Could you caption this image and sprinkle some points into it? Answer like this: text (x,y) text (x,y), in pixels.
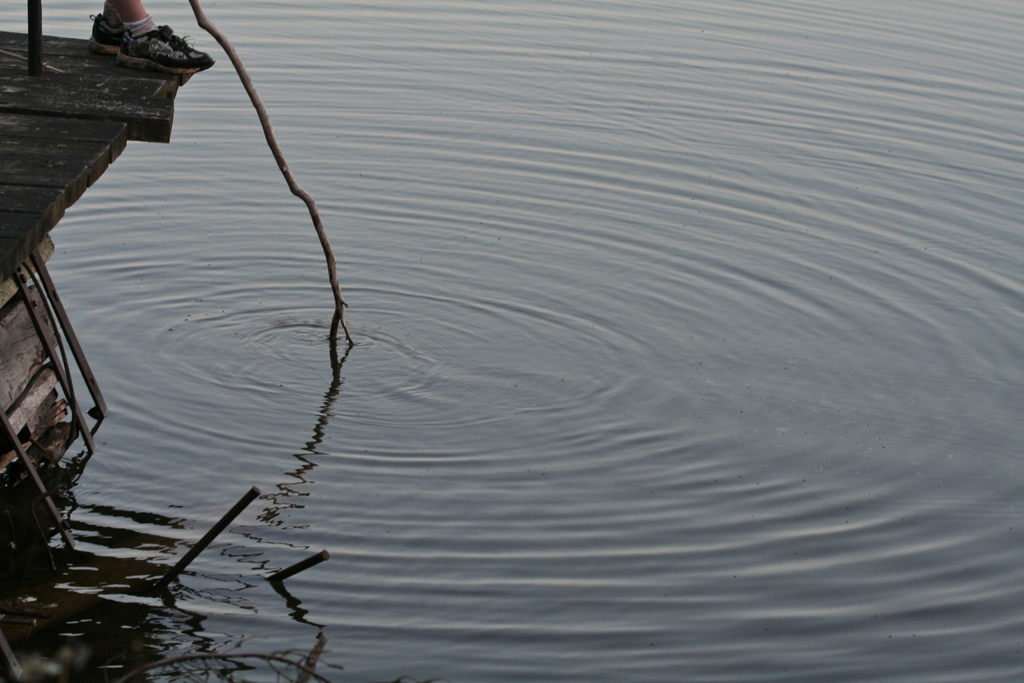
In this image at the bottom (443,485) there is a river (284,359), and on the left side (34,166) there are some wooden sticks (35,283) and one person legs (126,35) are visible.
